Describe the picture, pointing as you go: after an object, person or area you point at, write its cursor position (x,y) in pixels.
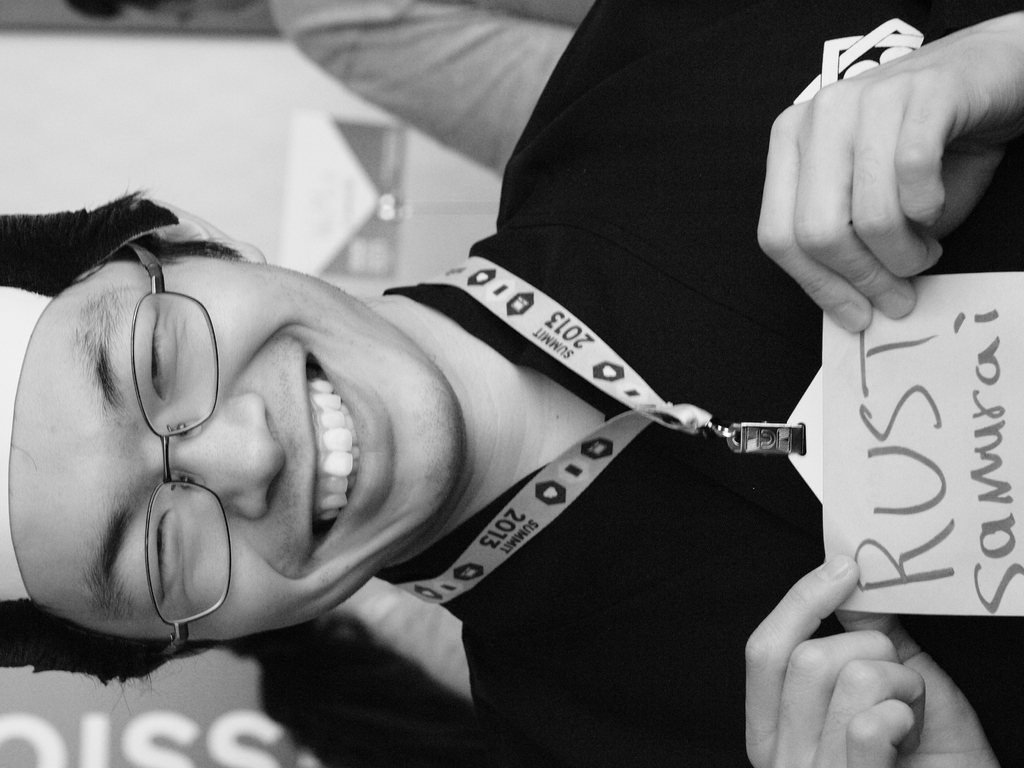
In this image I can see a man (686,201) and I can see smile (306,532) on his face (215,486). I can see he is wearing specs (153,370), a cap (11,327), an ID card (925,496) and on it I can see something is written. I can also see this image is black and white in colour.
